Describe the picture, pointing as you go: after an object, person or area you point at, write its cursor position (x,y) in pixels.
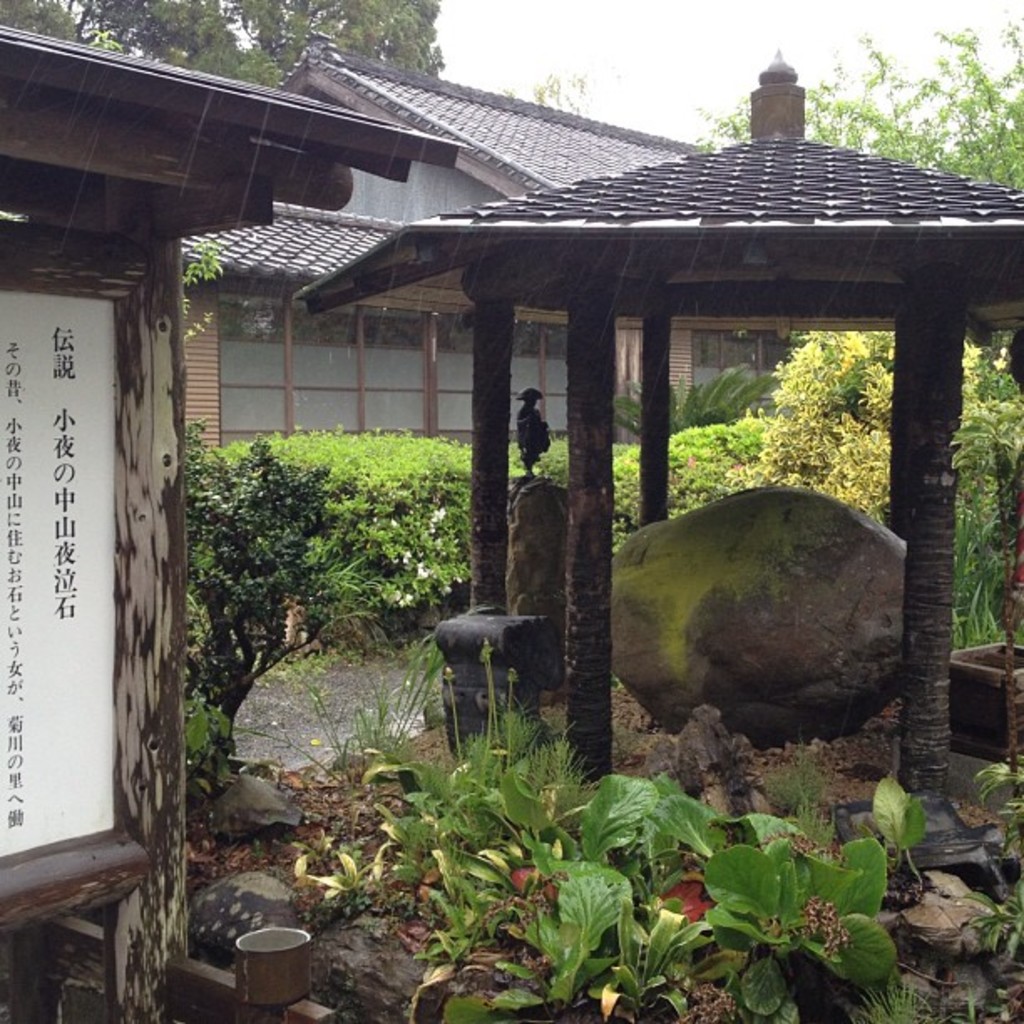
Here in this picture we can see a rock stone (776,563) present on the ground (664,733) and we can see it is covered with shed (911,670) over there, we can see plants (654,808) and trees (279,7) present all over there and we can also see houses (422,194) here and there.
